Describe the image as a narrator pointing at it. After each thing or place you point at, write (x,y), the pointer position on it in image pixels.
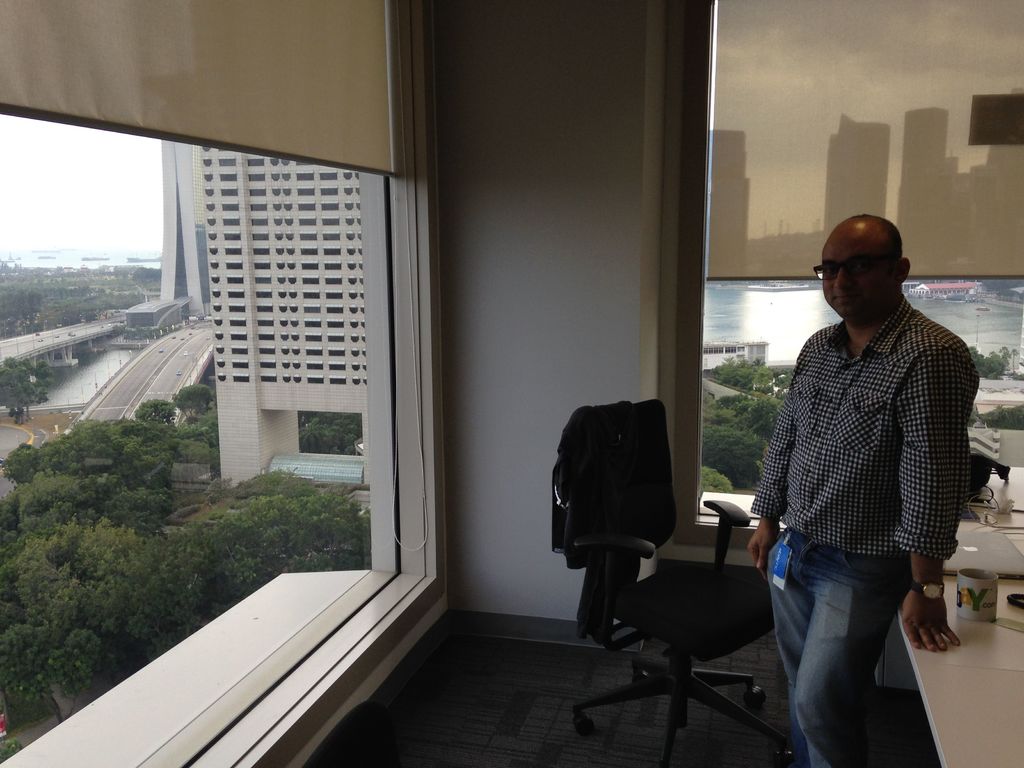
In this image I can see a person (848,522) wearing shirt (847,501) and jeans (807,577) is standing. I can see the black colored chair (697,588), a white colored desk (1000,693) and in the desk (990,696) I can see a cup (982,574), a laptop (986,552) and few other objects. I can see two windows (21,390) through which I can see few buildings (227,328), few trees (188,449), the water (789,353) and the sky (61,209).
